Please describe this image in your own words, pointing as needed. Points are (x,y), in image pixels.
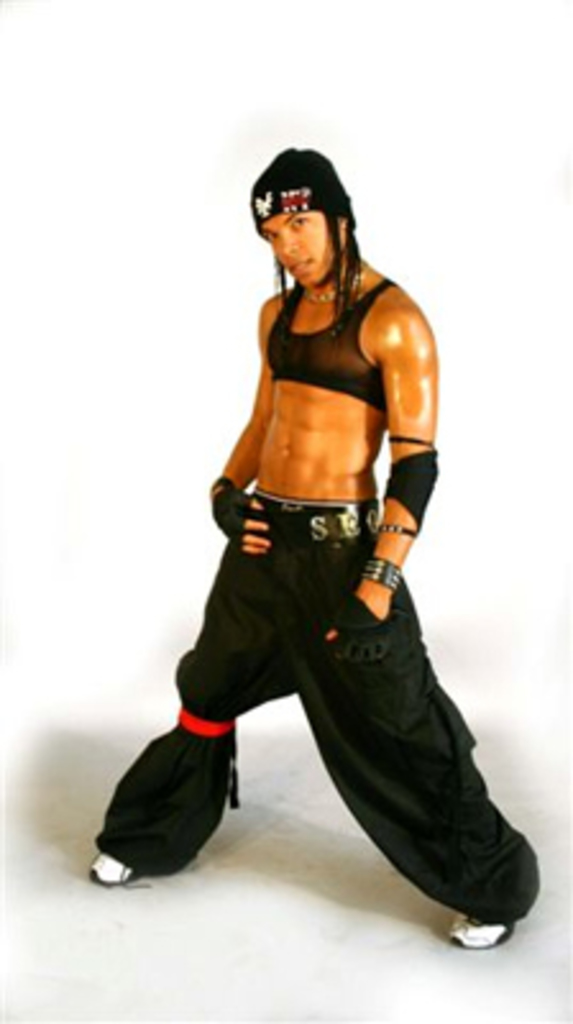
In this image I can see the person (222,610) with black color dress (243,635) and also hat (275,214). The person (191,750) is also wearing the shoes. And there is a white background (140,428).
